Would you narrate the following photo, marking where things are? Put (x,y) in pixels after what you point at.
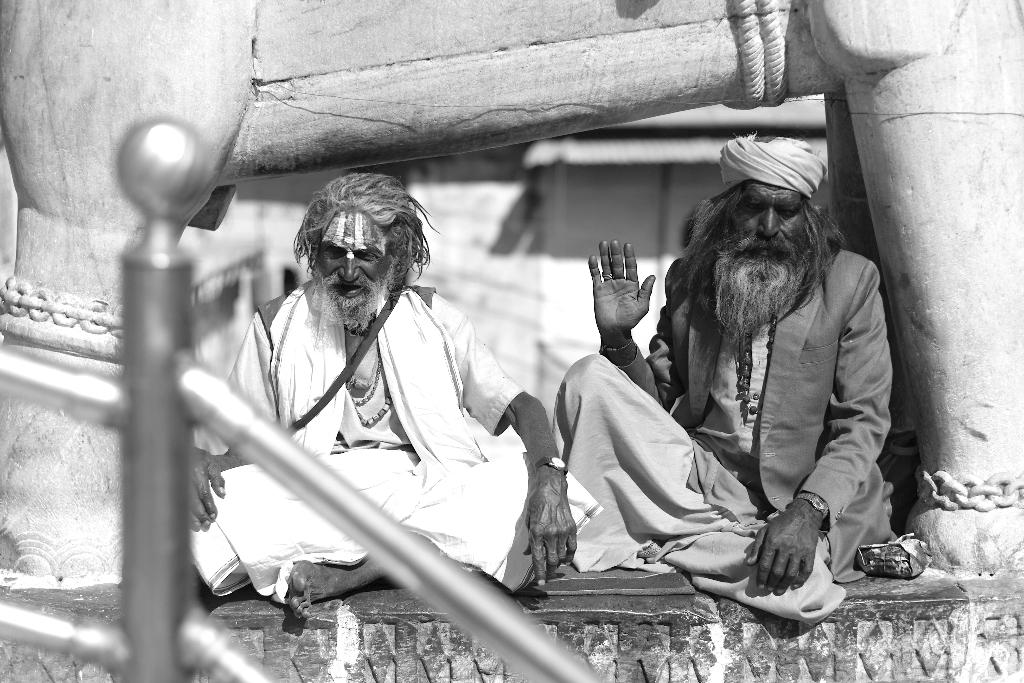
This picture is in black and white where we can see two persons (817,410) are sitting on the wall (885,594). Here we can see the steel railing (140,563) and the elephant statue (886,211). The background of the image (666,145) is slightly blurred.
